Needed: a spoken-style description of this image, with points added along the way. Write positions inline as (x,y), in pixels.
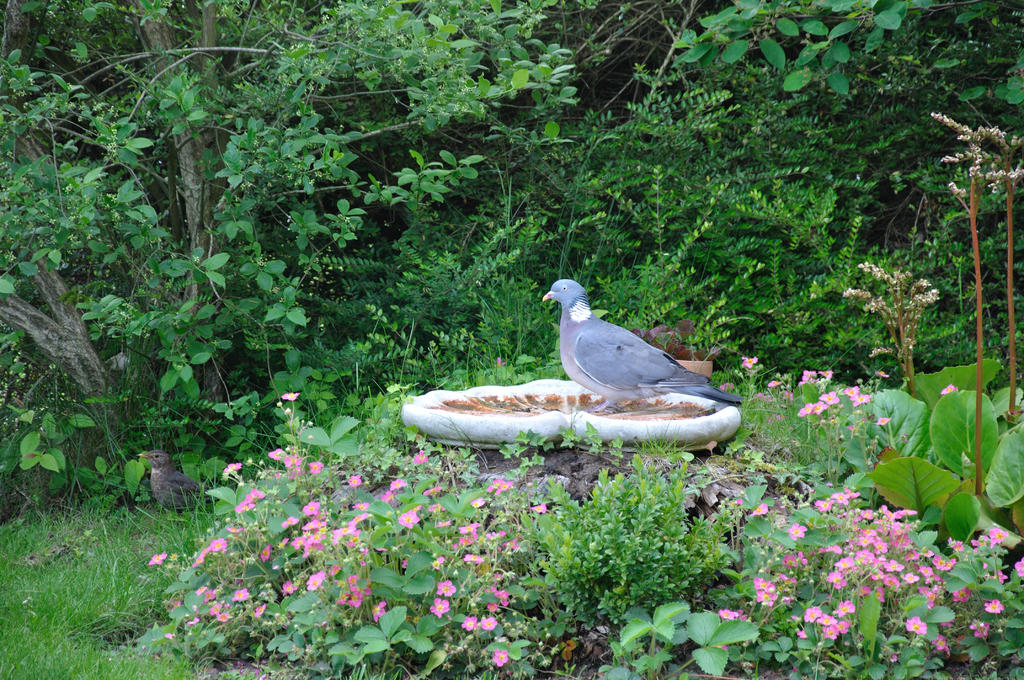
In this image in the front (432,551) there are flowers (790,563). In the center (606,370) there is a bird (606,370) and in the background (508,258) there are trees (505,152) and on the left side (70,622) there's grass (70,622) on the ground (53,625). On the right side (939,411) there are plants (941,458).
